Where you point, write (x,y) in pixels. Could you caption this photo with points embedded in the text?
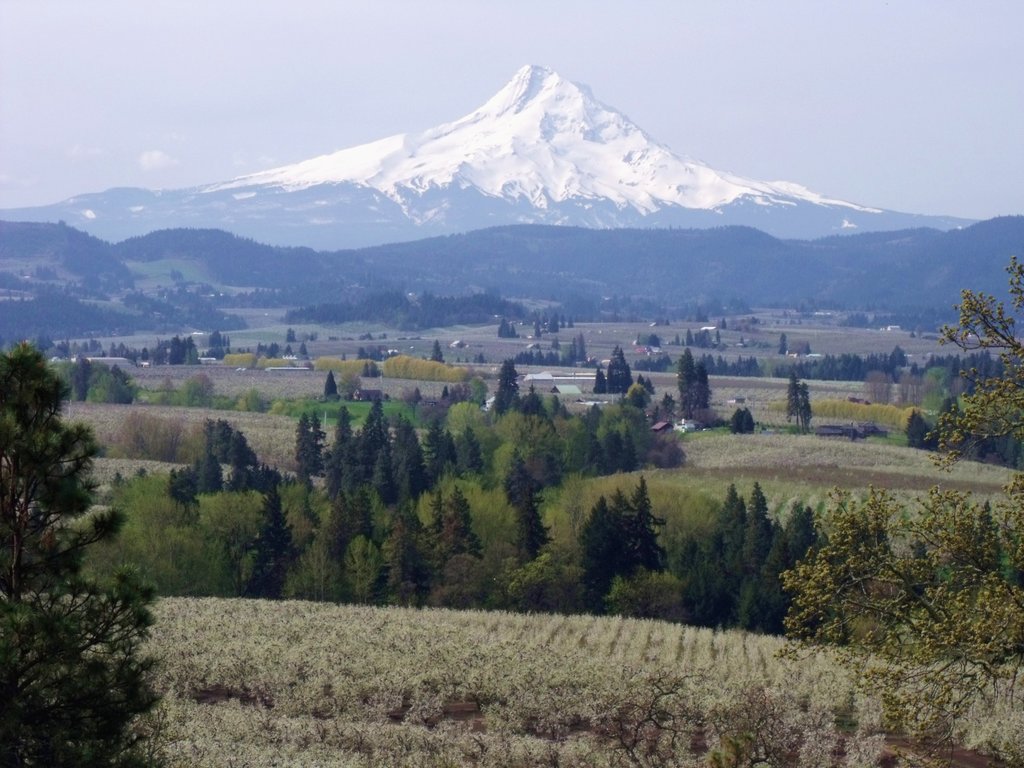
In the center of the image (510,388) there are trees (633,532), plants (476,624). In the background of the image (510,96) there is a snow mountain (425,162) and there is sky (460,73).
